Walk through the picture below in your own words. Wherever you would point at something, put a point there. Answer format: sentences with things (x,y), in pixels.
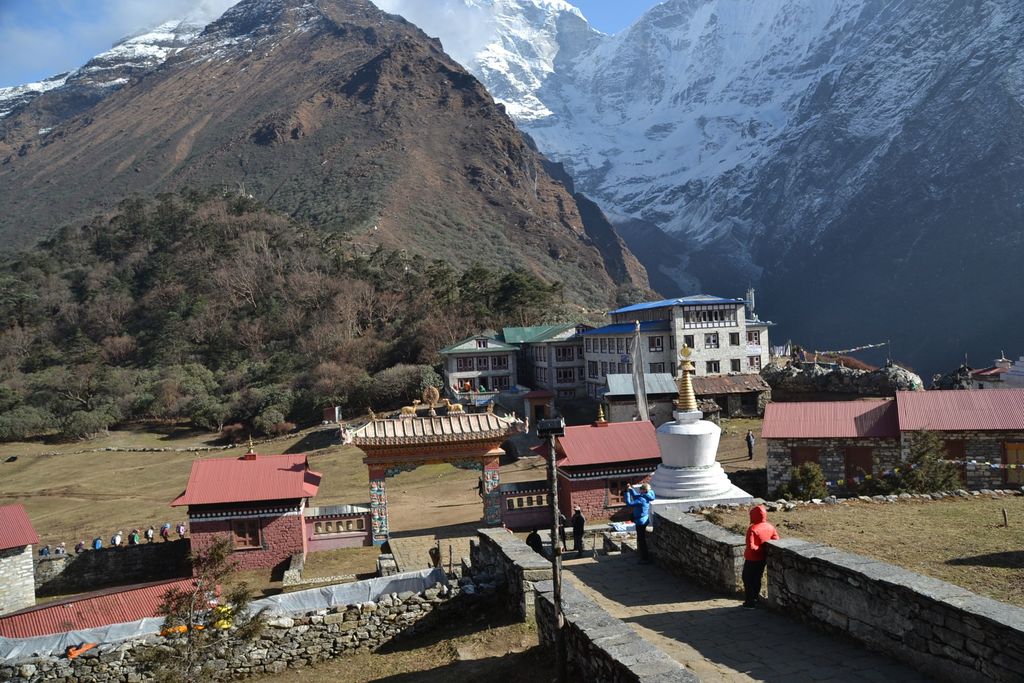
In this image there is the sky (105,29) truncated towards the top of the image (67,27), there are mountains (420,87) truncated towards the top of the image (618,68), there are mountains (737,108) truncated towards the right of the image (972,169), there are mountains (51,191) truncated towards the left of the image (69,92), there are trees (248,284) truncated towards the left of the image (32,333), there is the grass (111,451), there is grass (19,476) truncated towards the left of the image (35,469), there is grass (995,540) truncated towards the right of the image (1006,534), there is a tree (213,583) truncated towards the bottom of the image (225,637), there is a wall (647,674) truncated towards the bottom of the image (123,669), there is a pole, there is a light (557,428) on the pole (559,546), there are persons (575,540) standing, the persons (649,516) are holding an object (630,487), there are buildings (241,481), there is a building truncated towards the left of the image (18,566), there are buildings (957,402) truncated towards the right of the image (1015,467), there is a flag (637,369).
